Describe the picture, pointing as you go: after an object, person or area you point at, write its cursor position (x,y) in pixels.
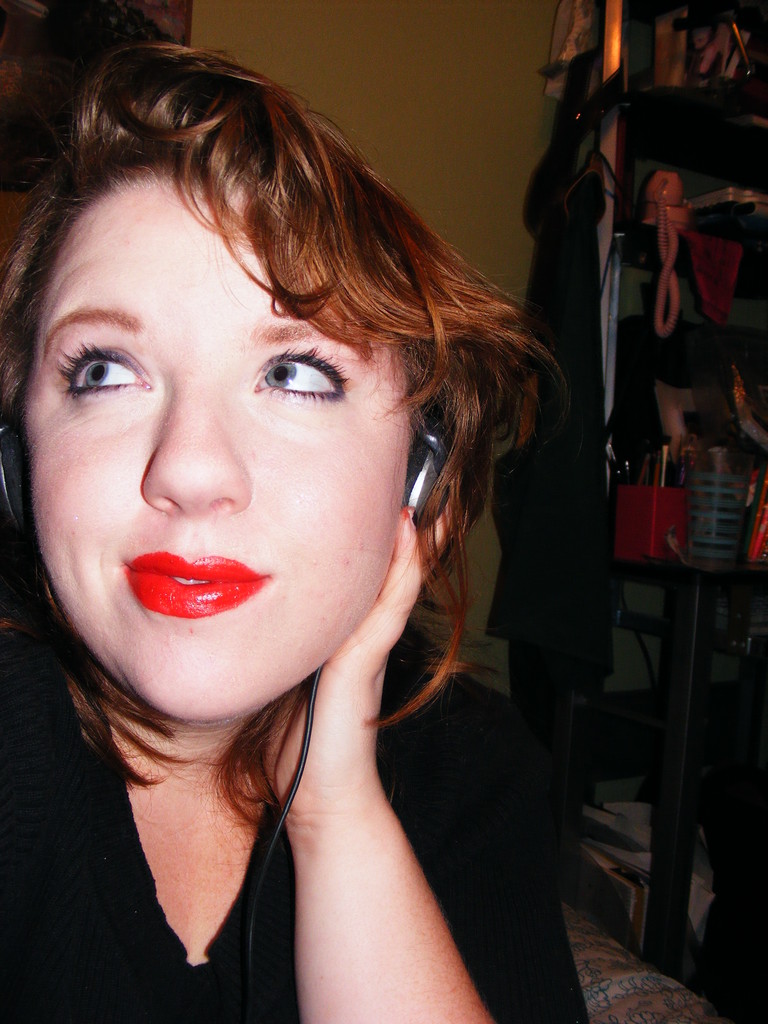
In the foreground of this image (387,361), there is a woman (274,600) with red colored lipstick (213,575) wearing the headphones (415,431) to the head (325,663). In the background (716,531), there are baskets (673,511), telephone (673,191), and few tubes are in the rack (620,681). On the top of the image (297,14), there is the wall (319,13).
